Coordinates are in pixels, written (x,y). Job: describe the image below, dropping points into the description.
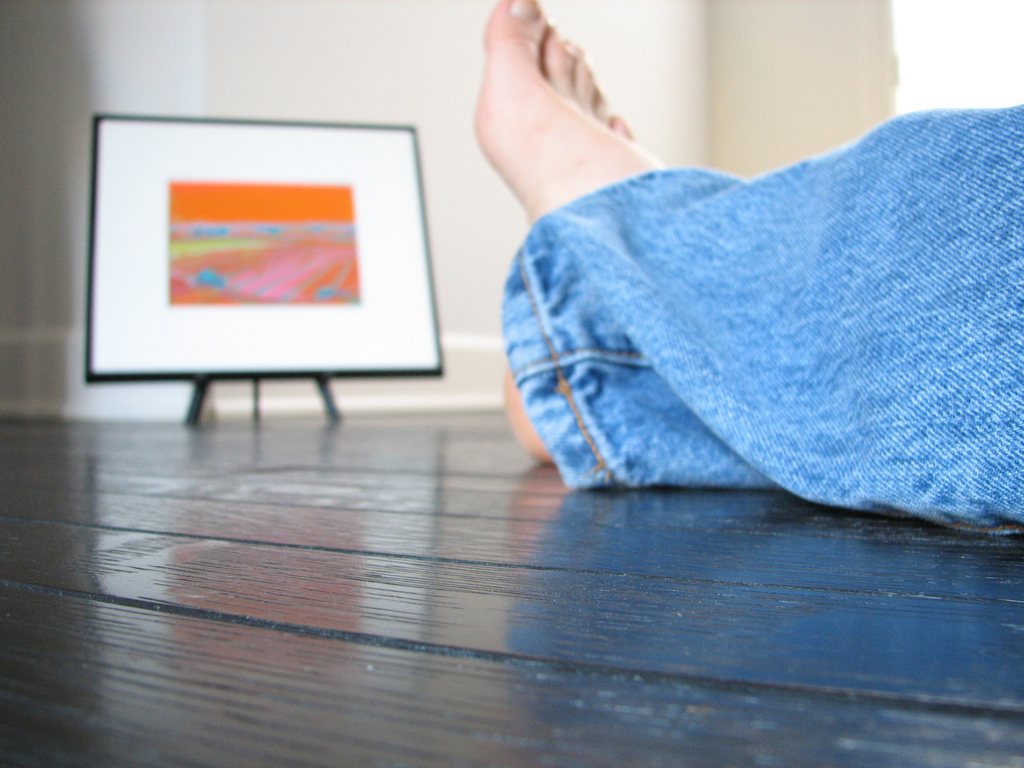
In the picture we can see a wooden floor (639,637) on it, we can see a person's leg (876,254) with a toe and jeans cloth (895,258) to it and the front of the leg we can see a white board (396,278) with some painting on it and in the background (463,186) we can see a wall (350,77).
